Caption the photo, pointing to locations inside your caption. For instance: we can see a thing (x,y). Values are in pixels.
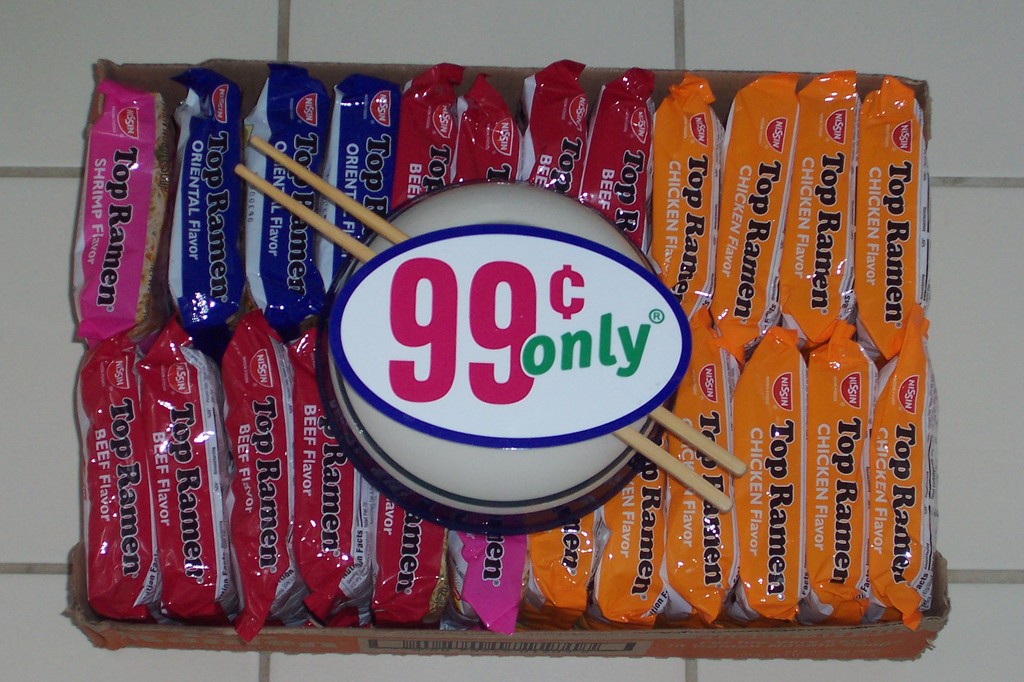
In this image I can see there is a box (363,629) on the floor (685,4). And on that box (729,264) there are some packets (747,231) placed in it. And at the top (558,209) there is an object (519,332) and sticks (677,417) and label (478,262) attached to it.
